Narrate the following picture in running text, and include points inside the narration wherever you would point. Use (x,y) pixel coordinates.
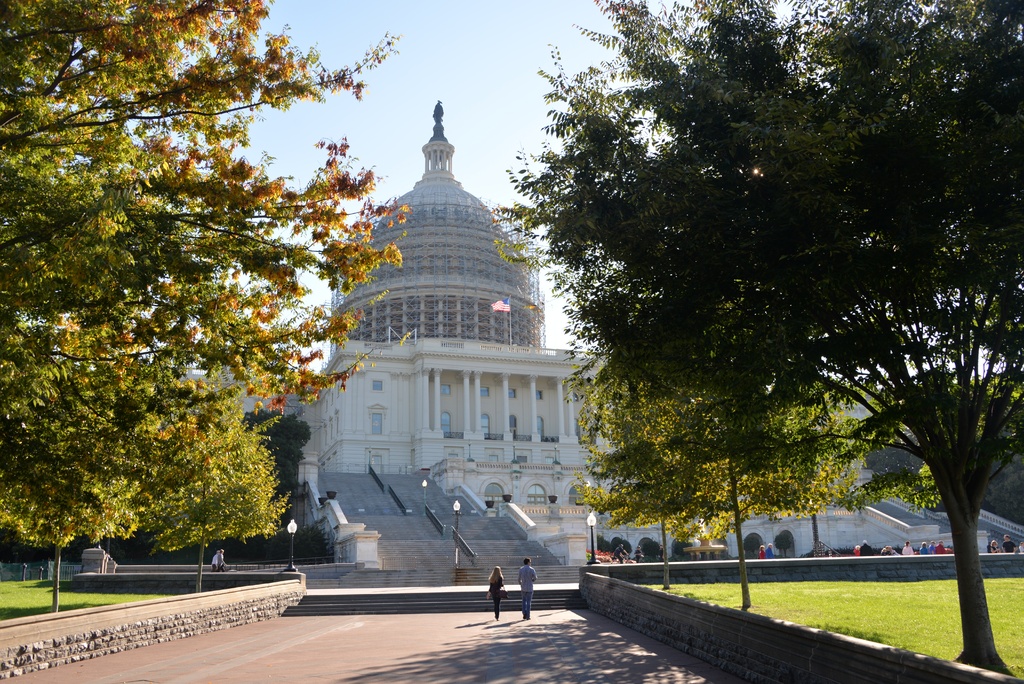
In this picture there is a monument (562,481). At the bottom (482,577) there are two persons (523,589) standing near to the stairs (498,558), fencing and street lights (591,545). On the right (1005,544) we can see the group of persons (931,549) standing near to the plant (807,556). Beside the dome (454,321) there is a flag (503,307). On the top of the dome (517,309) we can see the statue (443,119). At the bottom right corner (988,458) we can see the trees (1011,473) and grass (954,589). At the top (519,56) there is a sky (527,33).
